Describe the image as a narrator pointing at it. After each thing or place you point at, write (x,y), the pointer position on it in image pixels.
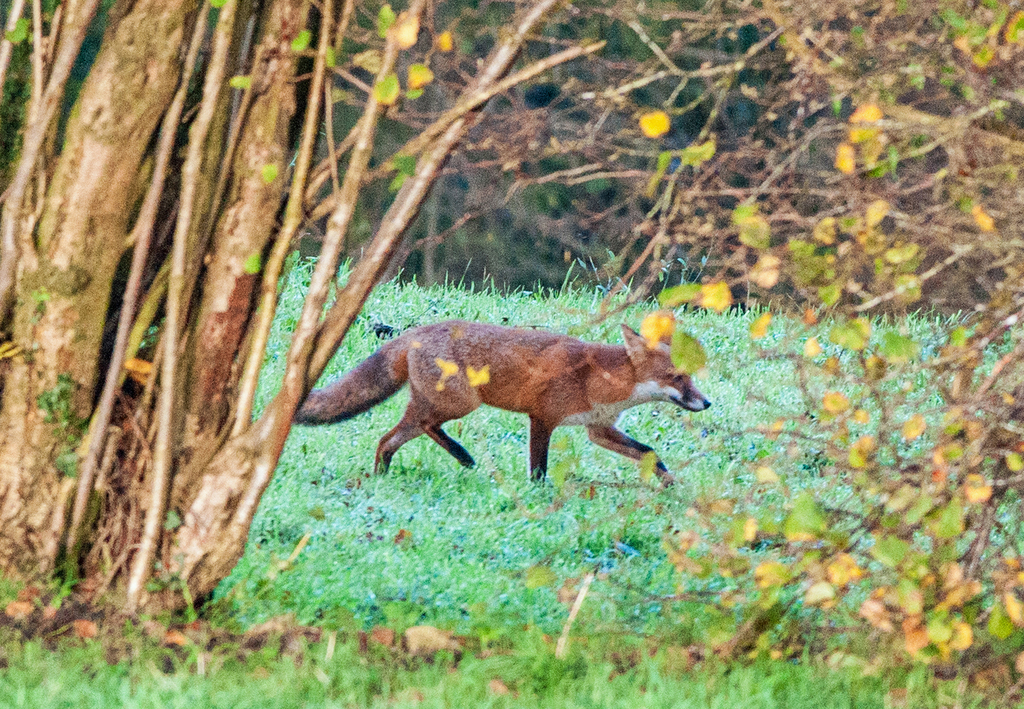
In this image, we can see an animal (443,382). We can see the ground (450,581) with some grass (418,593). We can also see some trees (656,128) and the background (480,230).
